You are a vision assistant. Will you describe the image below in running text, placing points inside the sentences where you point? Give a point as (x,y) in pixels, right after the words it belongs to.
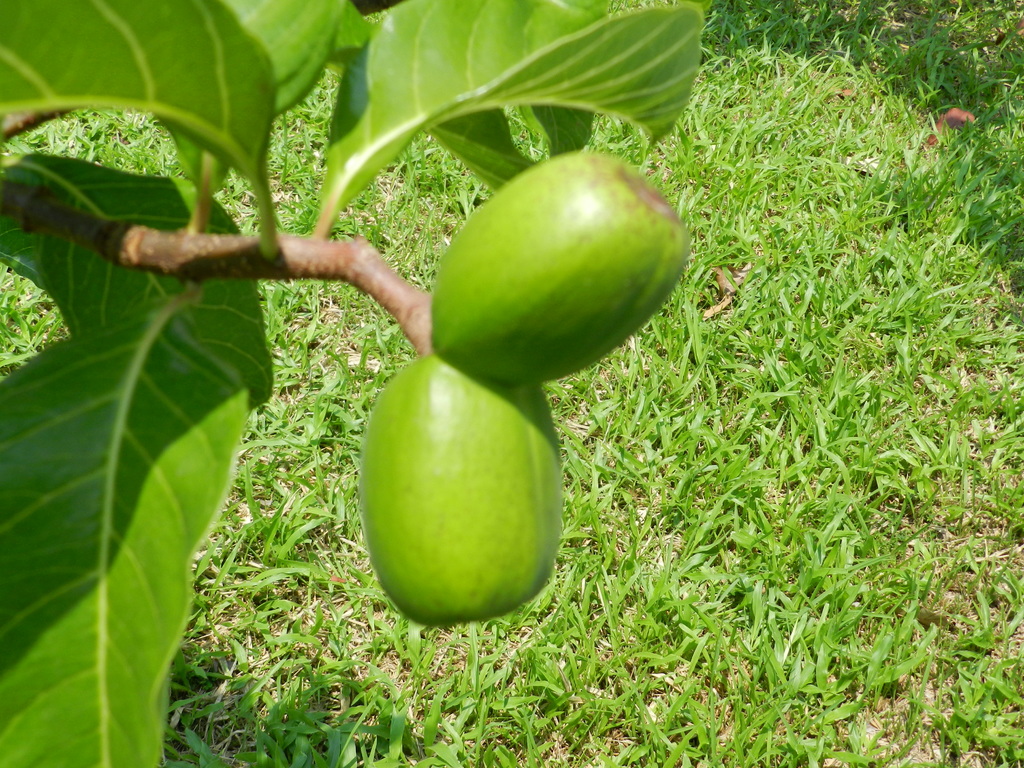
In this image, I can see two fruits (525,356) hanging to the branch (211,247). I think this is the tree (180,305) with branches (180,252), leaves (257,53) and fruits (472,507). This is the grass (872,348).
